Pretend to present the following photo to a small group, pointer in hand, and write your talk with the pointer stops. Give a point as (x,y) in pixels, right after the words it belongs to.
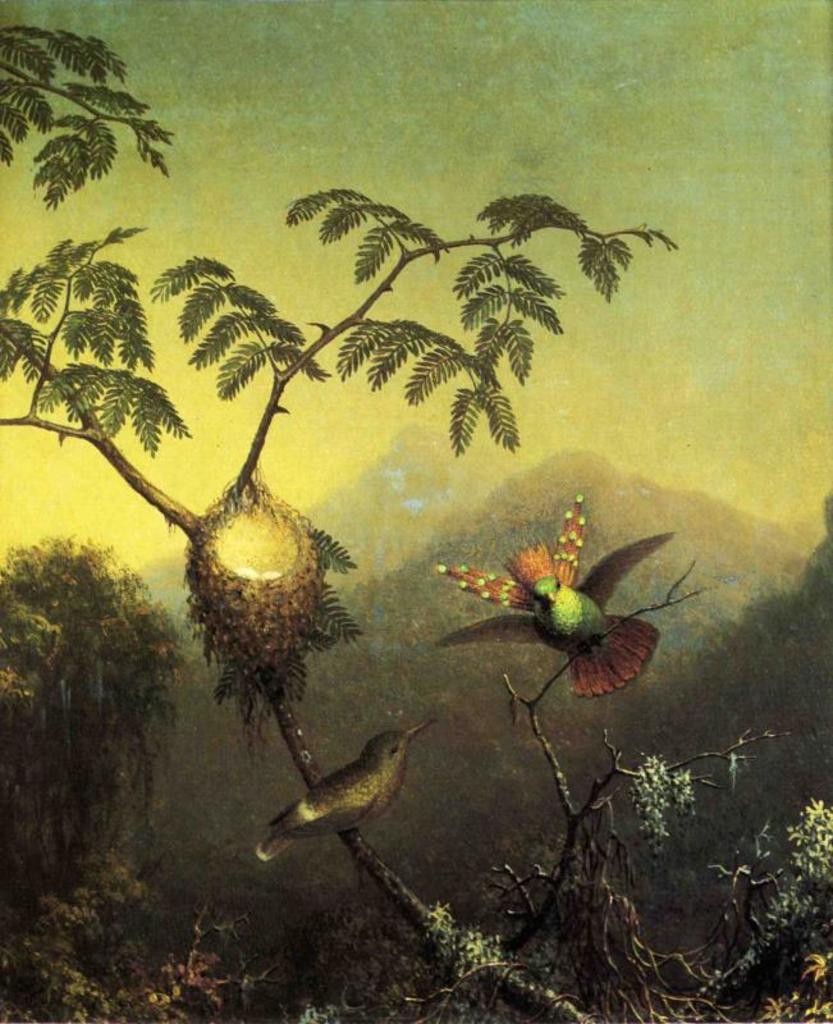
In this image there is a painting (154,480) in which there is a nest (271,587) on the tree (329,547) and there are two birds (376,735) which are sitting on the stem (386,873).
